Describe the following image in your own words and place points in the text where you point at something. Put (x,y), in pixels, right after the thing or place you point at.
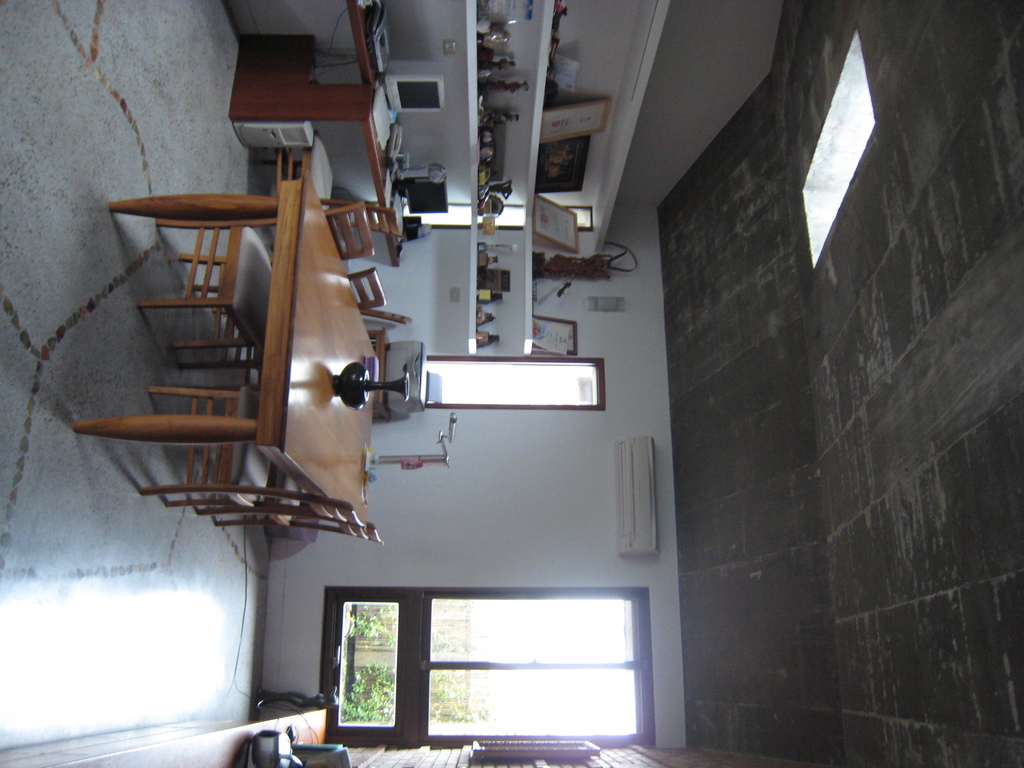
In this picture there is a table (302,373) which has a flower vase (366,387) placed on it and there are few chairs (358,292) on either sides of it and there is a table (370,150) which has few desktops (401,108) and some other objects (385,101) placed on it and there is an air conditioner (649,473) attached to the wall (662,476) in the background (620,472) and there is a window (496,679) beside it.
